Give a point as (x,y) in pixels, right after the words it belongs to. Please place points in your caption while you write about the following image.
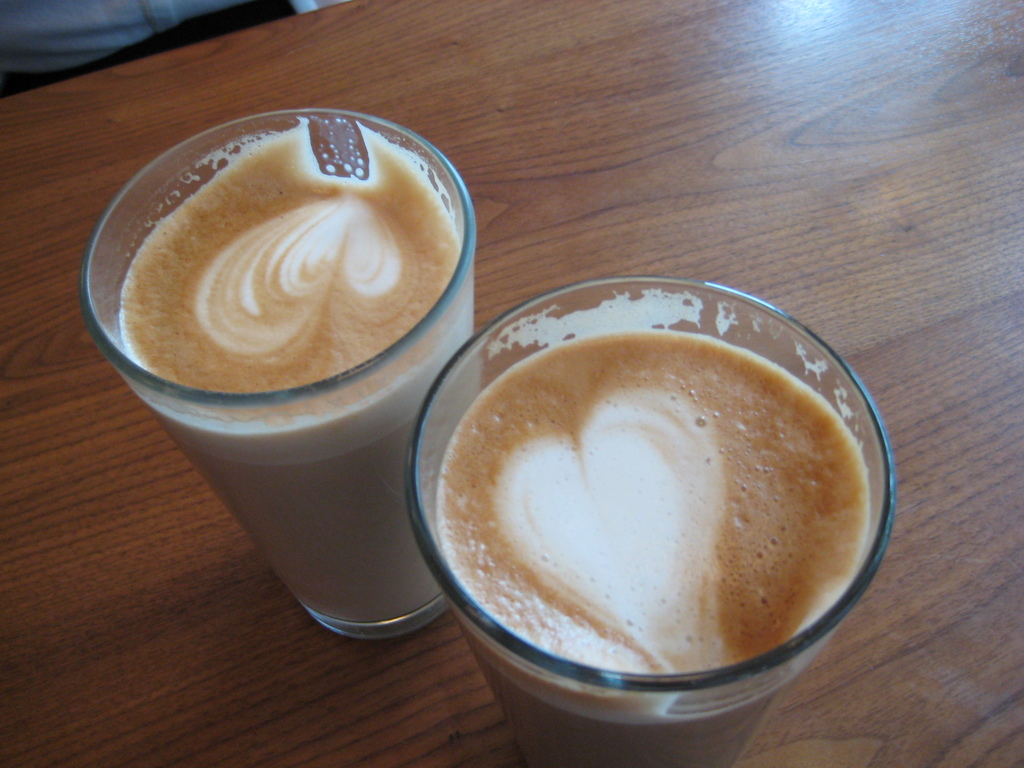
In this image we can see two glasses (854,386) with drink (310,510) in it and foam (260,244) on it are kept on the wooden table (528,238).
